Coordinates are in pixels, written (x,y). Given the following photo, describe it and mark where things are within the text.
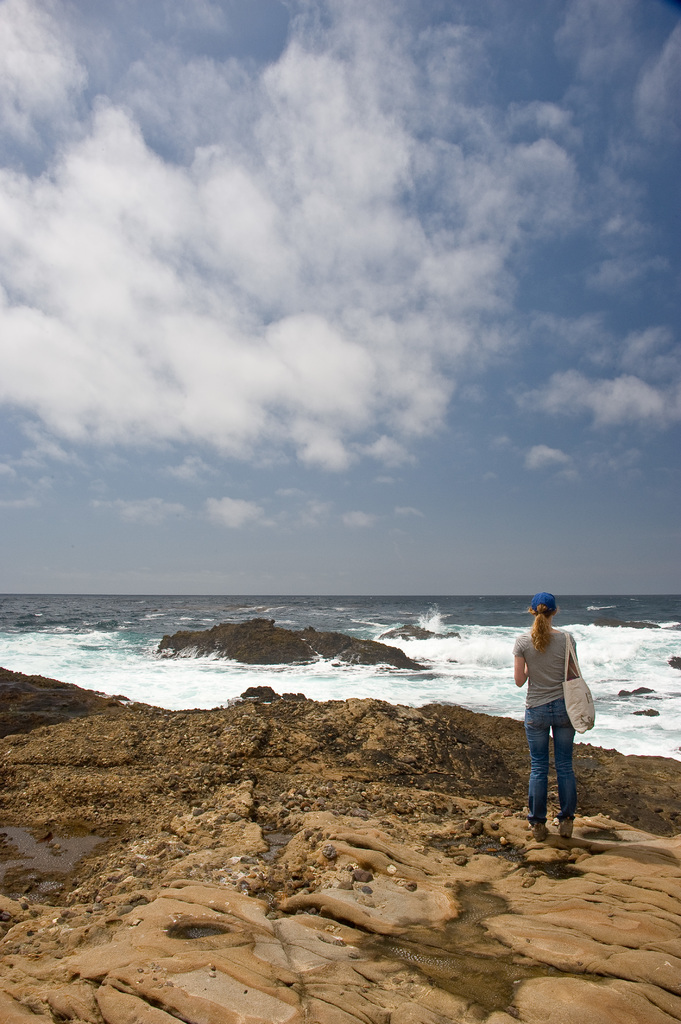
In this image we can see a woman (543,716) standing and wearing a handbag (578,687), there is water (513,712) and sky (326,368) with clouds (387,108).
